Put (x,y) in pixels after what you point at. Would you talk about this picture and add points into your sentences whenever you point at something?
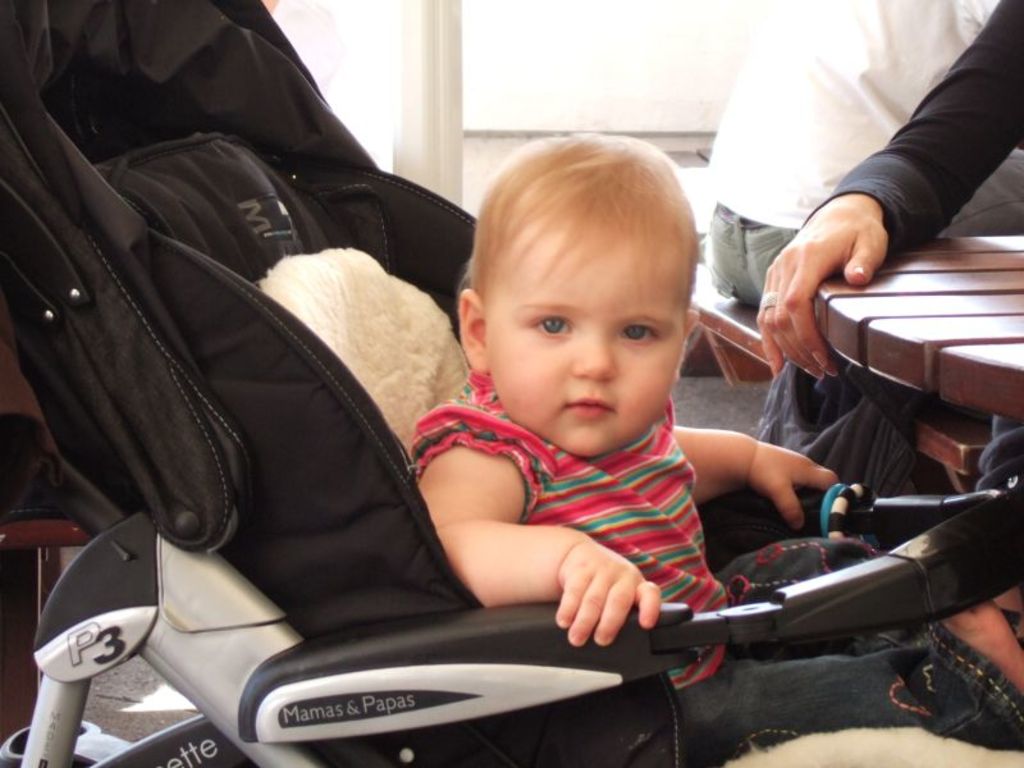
In the center of the image (535,319) there is a baby (511,380) in the chair (356,573). In the background (934,322) we can see tables (940,288), persons (846,153) and wall (514,38).
